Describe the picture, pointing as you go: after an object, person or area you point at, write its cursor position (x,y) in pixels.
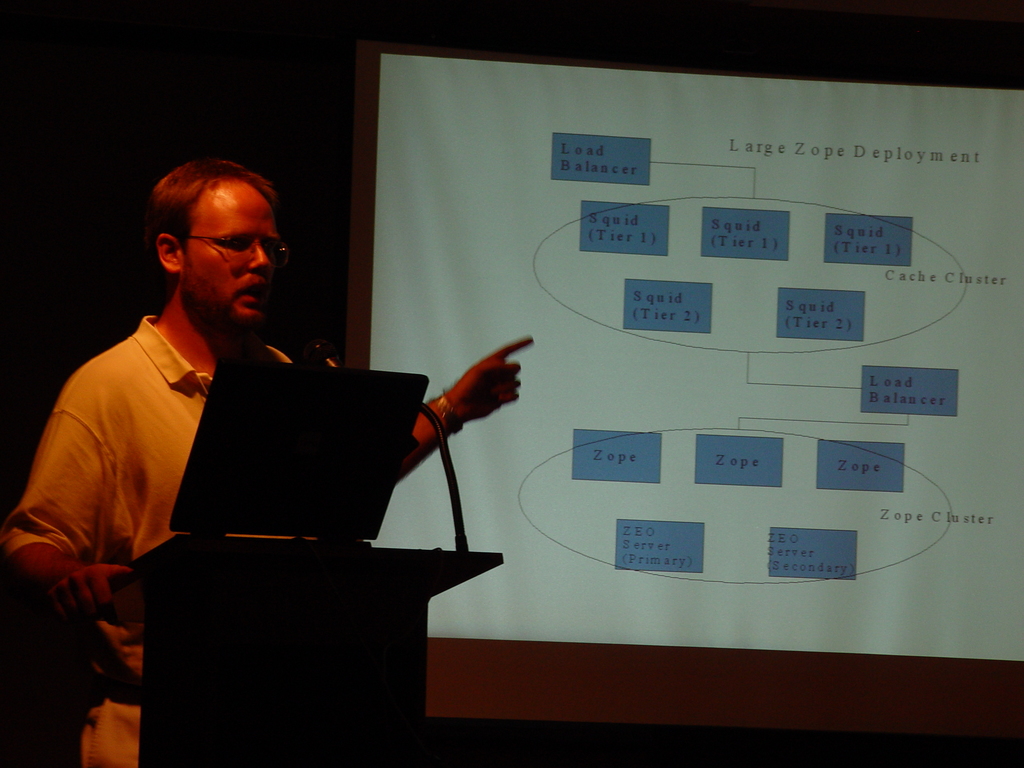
In the image there is a man (118,551) and he is standing in front of a table (291,654), on the table (399,630) there is a laptop (282,436) and a mic (458,541), he is speaking and explaining something by pointing towards the projector screen (516,309) behind him, on the screen (609,194) there is a flowchart (737,399).
